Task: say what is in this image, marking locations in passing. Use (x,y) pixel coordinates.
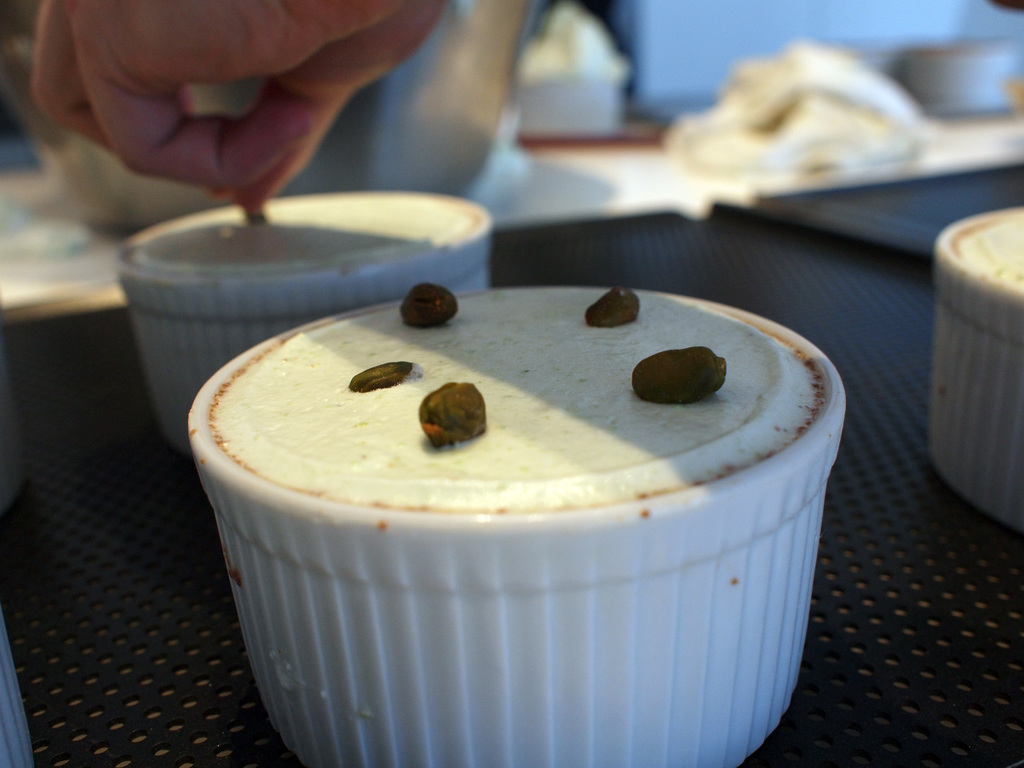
In this image, we can see a black color table (787,747). On the right side of the table (957,503), we can see one edge (1023,506) of a cup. In the middle of the table (976,766), we can also see cup (496,664) with some food item (512,479). At the top (333,19), we can see hand (284,122) of a person (296,144) holding an object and the object (254,216) is inside the cup (299,255) with some food item (416,234). In the background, we can also see some cups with food item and white color.
